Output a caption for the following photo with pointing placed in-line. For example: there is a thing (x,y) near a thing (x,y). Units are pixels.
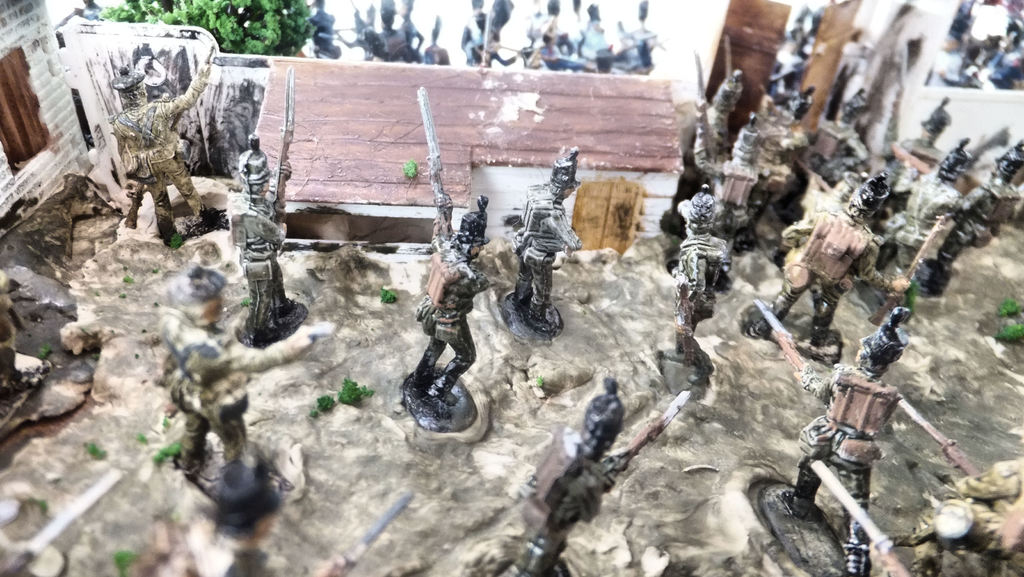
In the picture I can see toys (469,283) in the shape of people (451,406), house (315,169) and some other things (203,248).
